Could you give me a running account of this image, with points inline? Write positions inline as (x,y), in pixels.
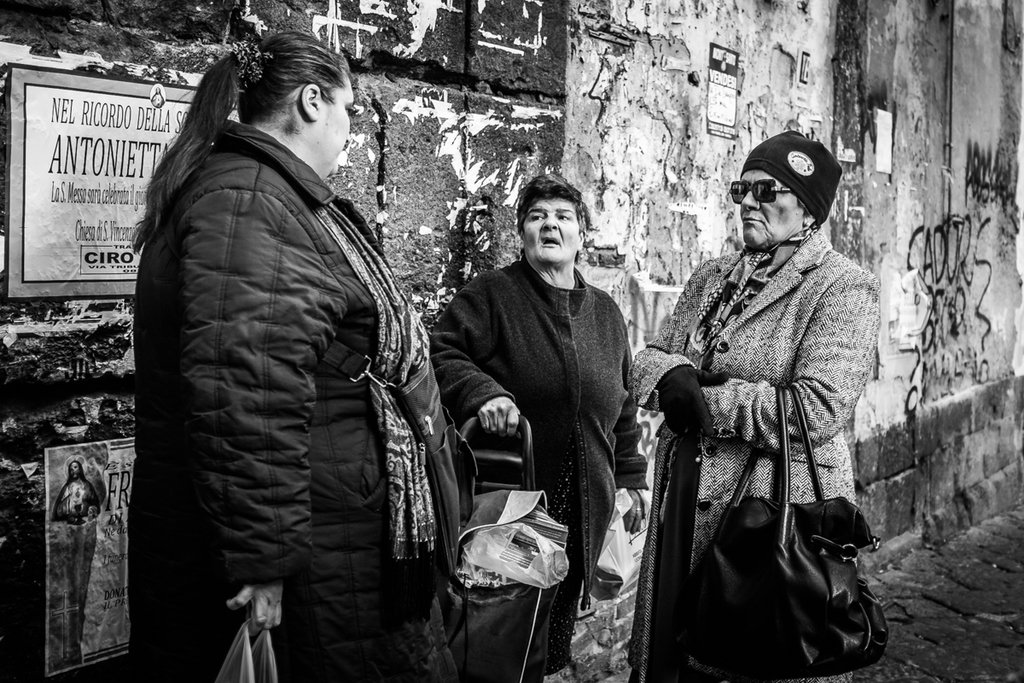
In this image we can see some group of persons (587,330) wearing sweaters (593,511), also carrying bags (721,524) in their hands (233,601) and discussing between themselves and in the background of the image (579,90) there is a wall (476,139) to which some paintings (87,283) and pictures (62,488) are attached.
